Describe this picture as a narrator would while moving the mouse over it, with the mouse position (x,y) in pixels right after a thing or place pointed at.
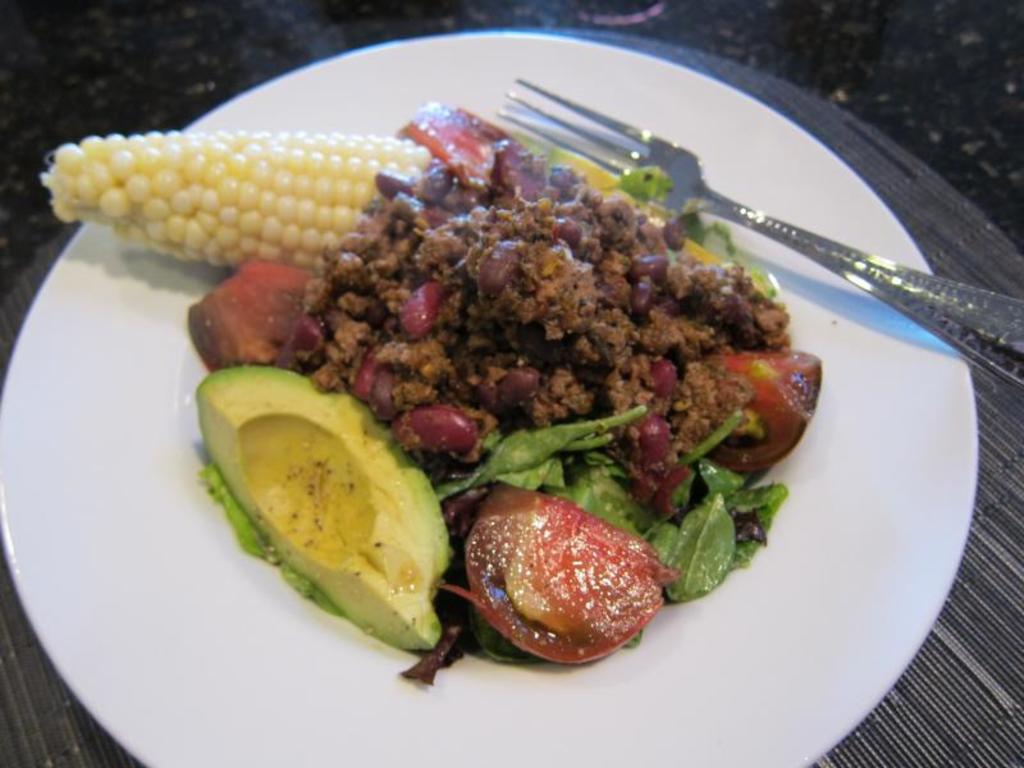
The picture consists of a food item (510,270) served in a plate (595,106). The plate (7,533) is placed on a woven placemat (1007,538).
